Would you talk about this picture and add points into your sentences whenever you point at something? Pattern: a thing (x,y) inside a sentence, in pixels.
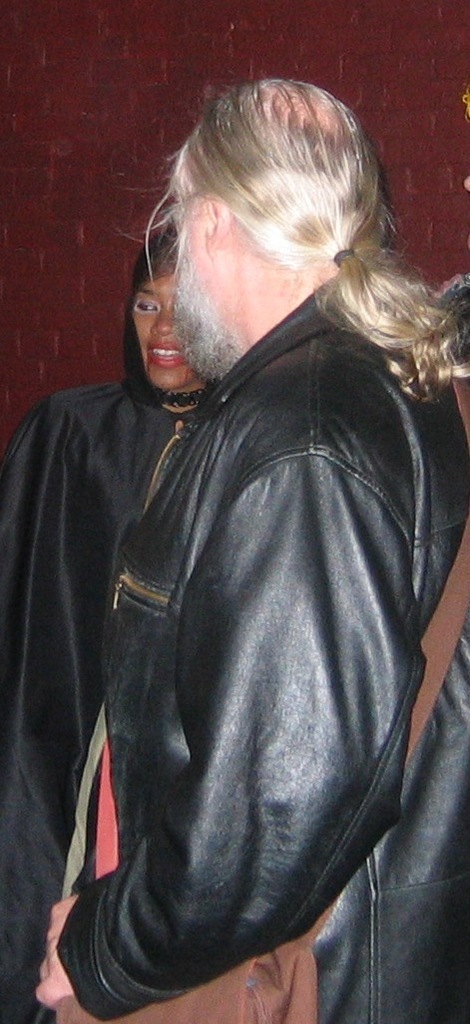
In this image, we can see a person (258,695) is wearing a bag (246,996). Background (62,485) we can see woman (135,445) in black dress (125,448). Here there is a brick wall (51,237).
